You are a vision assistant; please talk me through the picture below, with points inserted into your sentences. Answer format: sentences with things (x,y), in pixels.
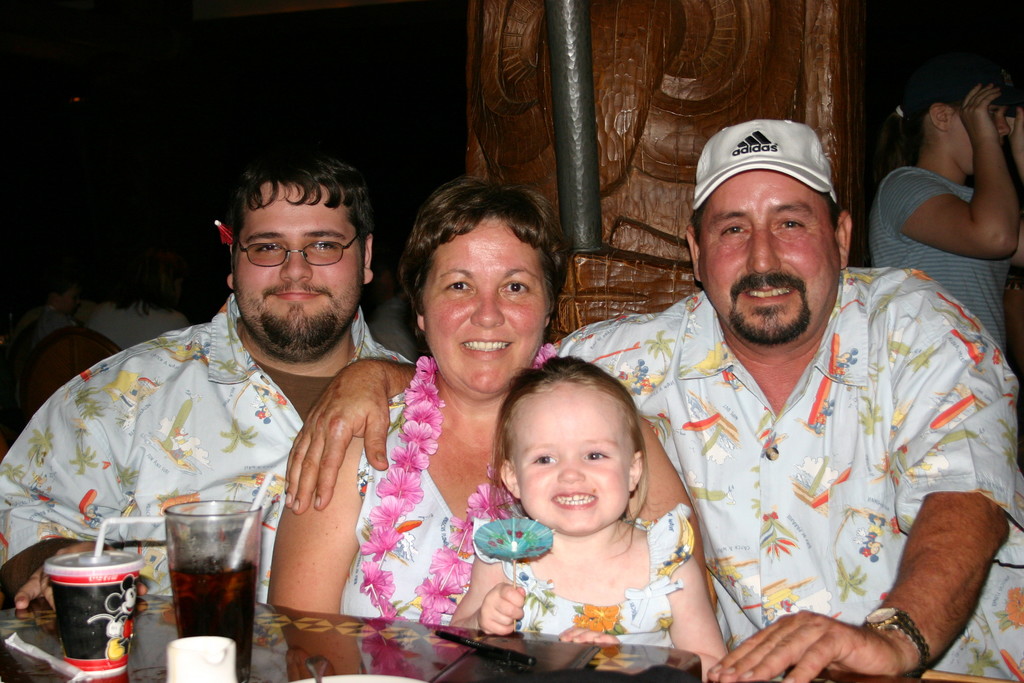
In this picture there is a woman (386,474) who is wearing white dress (362,519). She is holding a baby girl (691,558). In the left (19,513) there is a man (24,491) who is wearing spectacles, shirt (358,345) and t-shirt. On the right hand (1008,625) there is a man (969,635) who is wearing cap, shirt (912,463) and watch (907,622). Beside them there is a table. On the table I can see the glass (228,594), coke glass (228,594), straws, paper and other objects (217,641). In the top right (886,186) there is a girl (886,199) who is standing near to the wooden wall (674,176).
